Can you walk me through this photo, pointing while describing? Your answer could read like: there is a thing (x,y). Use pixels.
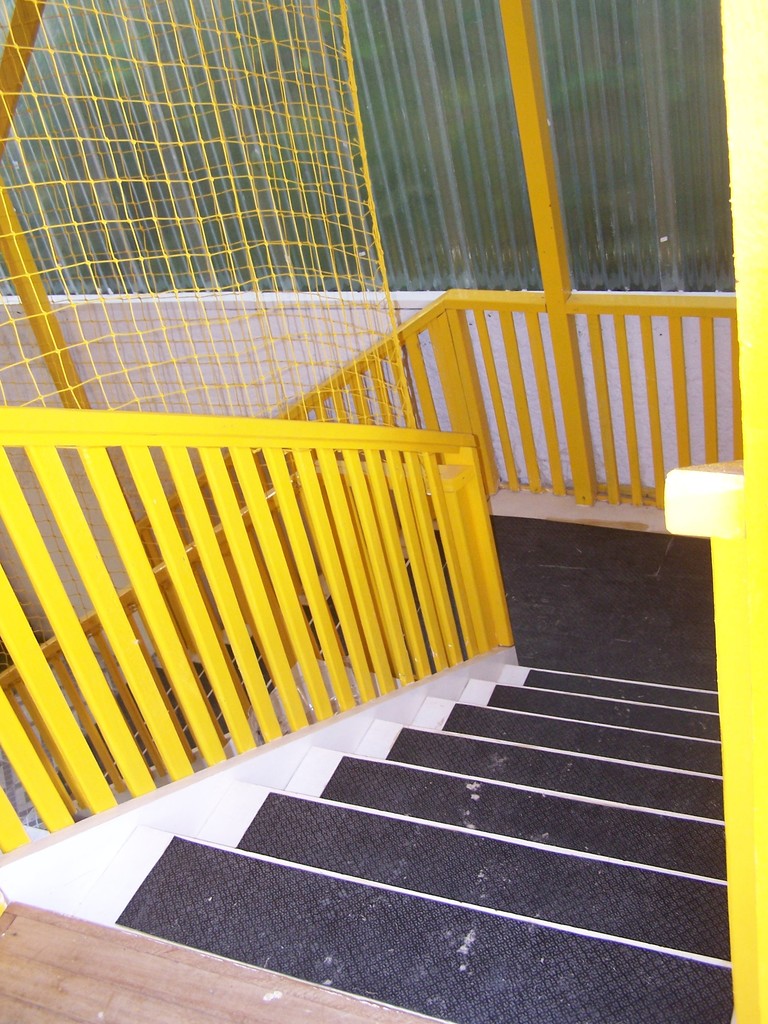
In this image we can see the railing (55,586). In the background of the image (233,129) there is a fence (57,261), glass object (398,167) and an object (10,56). At the bottom of the image (373,868) there are steps (342,987).
